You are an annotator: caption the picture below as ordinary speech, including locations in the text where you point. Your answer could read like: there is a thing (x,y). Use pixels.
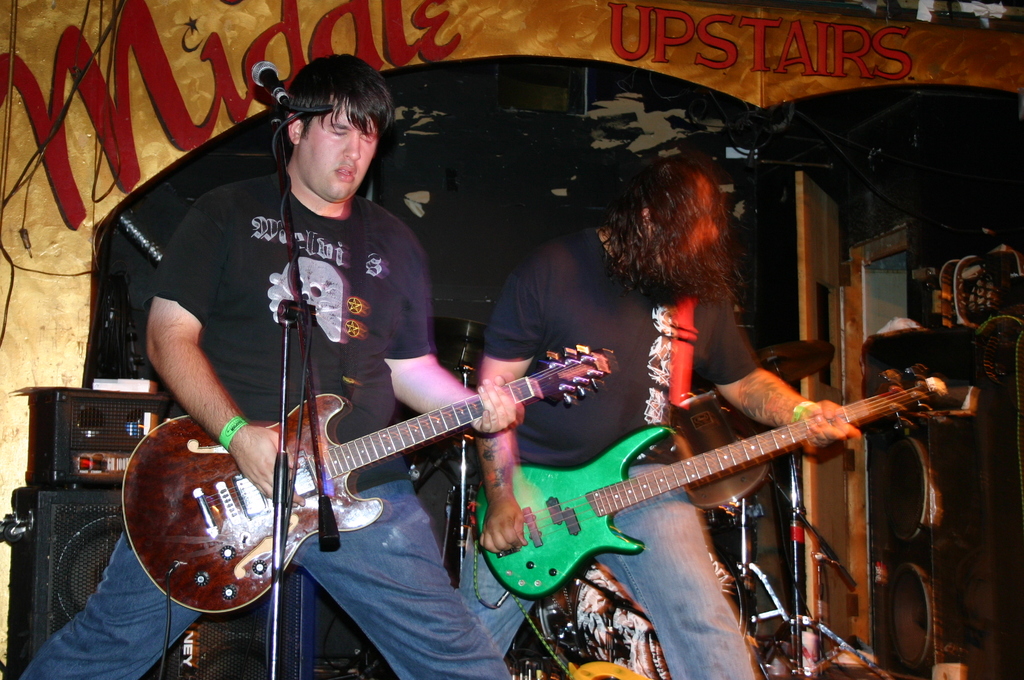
In the center (522,291) we can see two persons (484,341). They were holding guitar (607,504) and front of them we can see one microphone (275,86). Coming to the background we can see some musical instruments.
